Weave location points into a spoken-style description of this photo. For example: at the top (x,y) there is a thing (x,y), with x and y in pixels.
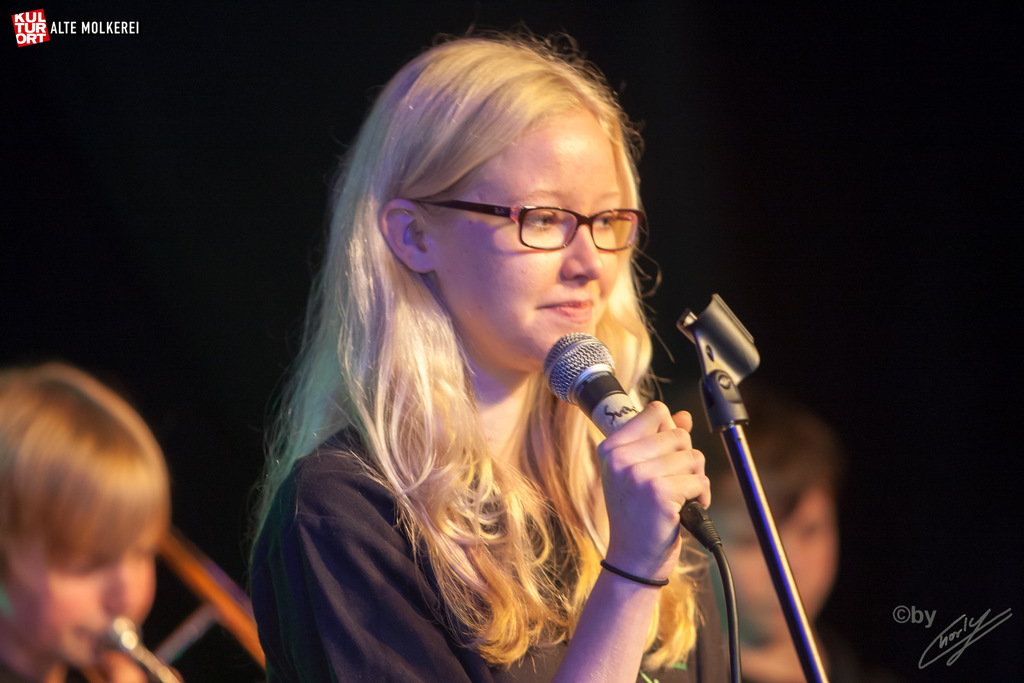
In the center of the image (524,424) we can see one person (487,466) standing and she is smiling, which we can see on her face (517,308). And we can see she is holding a microphone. In front of her, there is a stand (759,531). In the bottom right side of the image (924,614), there is a watermark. In the background (14,450) we can see two persons (55,497) and a few other objects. On the top left of the image (81,29), we can see some text (125,27).
